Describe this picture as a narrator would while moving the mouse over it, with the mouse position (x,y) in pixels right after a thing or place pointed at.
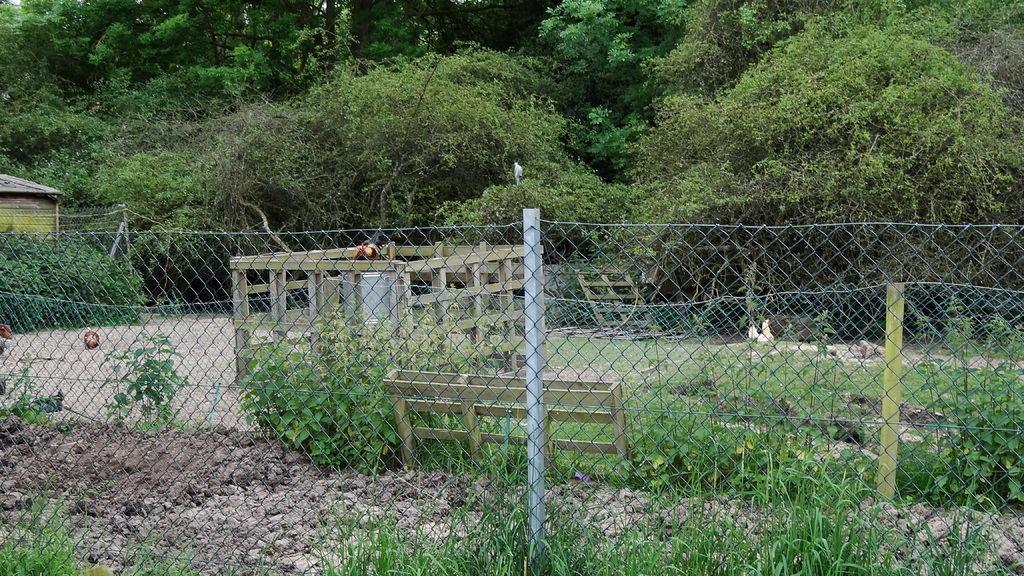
In this picture I can see there is a fence (434,316), few plants (354,336), soil (167,459) and there is a building (29,192) on left side (13,198), there are few trees (376,185) in the backdrop (451,103).
